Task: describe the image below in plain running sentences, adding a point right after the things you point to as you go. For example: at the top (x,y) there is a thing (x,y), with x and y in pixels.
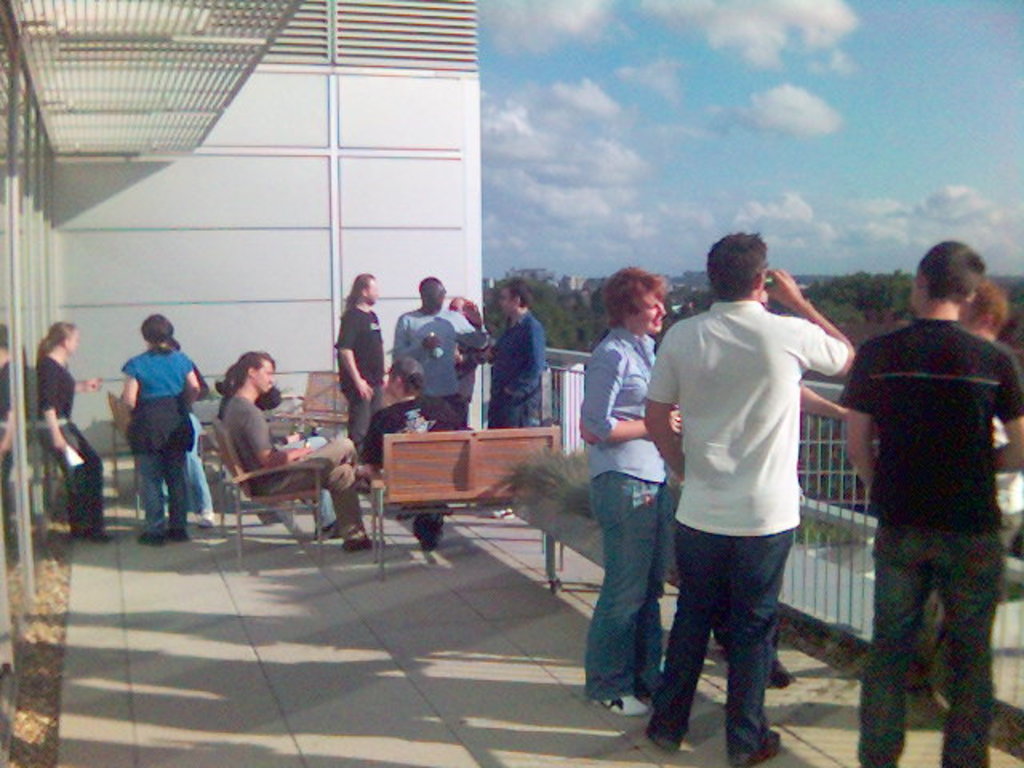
In this image I can see few people (735,493) are standing, few (328,486) are sitting on the benches (432,487). On the right side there are trees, at the top (765,82) it is the sky (767,108).
